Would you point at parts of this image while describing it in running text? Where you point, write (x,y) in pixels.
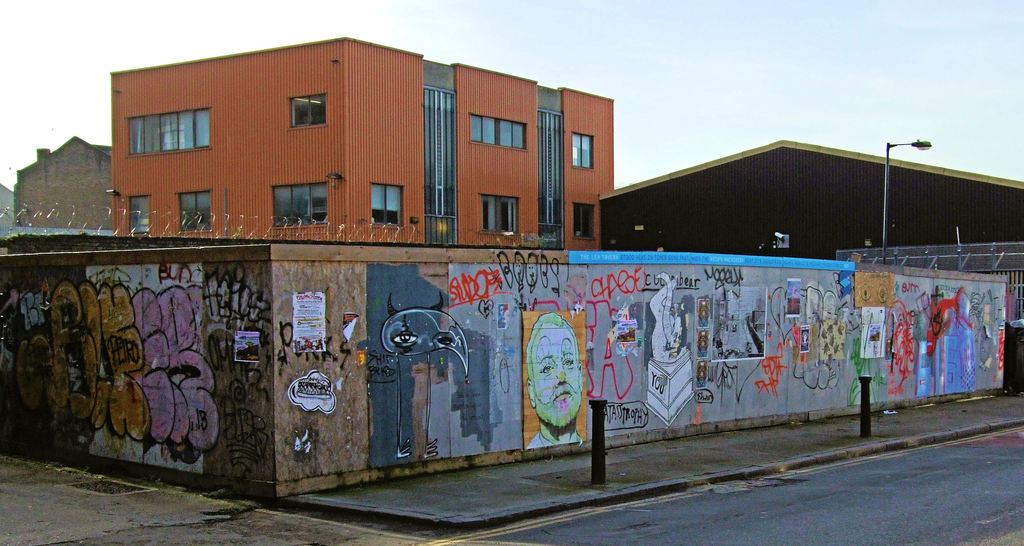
In this picture we can observe a building (355,137) which is in brown color. We can observe a compound wall (185,338). On this compound wall (634,355) we can observe a graffiti art (630,360). There are two black color poles (598,447) on the footpath (578,491). There is a road (773,525) on the right side (831,498). In the background (86,81) there is a sky (725,70).
